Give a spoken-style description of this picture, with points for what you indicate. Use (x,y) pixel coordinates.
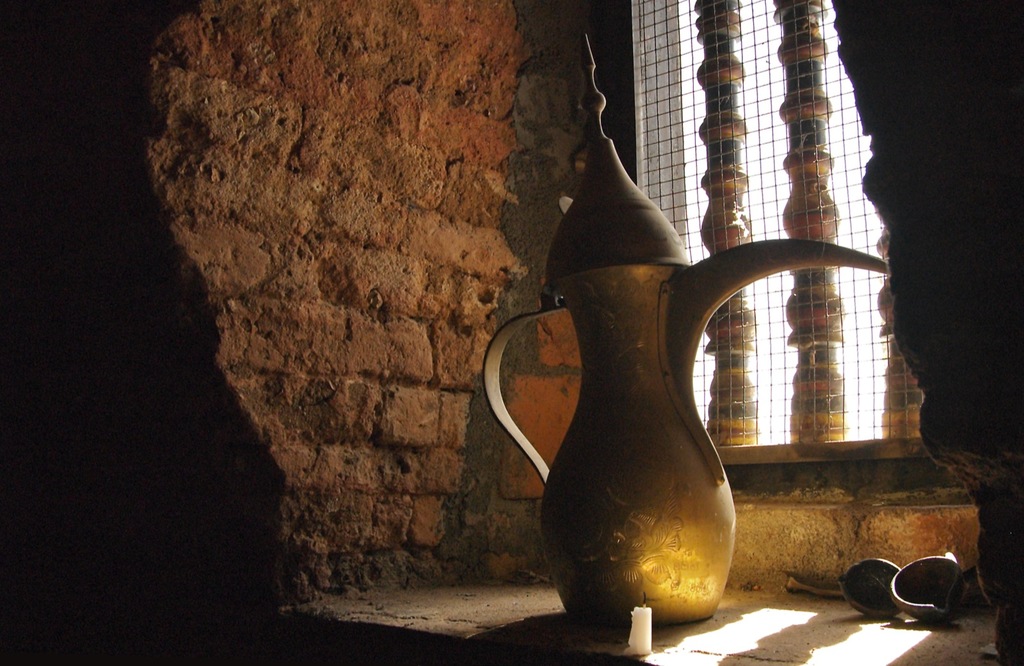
In this image there is a copper jug (690,592), diyas (852,571), candle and at the background (778,153) there is a wall (743,553), iron net (780,432).
